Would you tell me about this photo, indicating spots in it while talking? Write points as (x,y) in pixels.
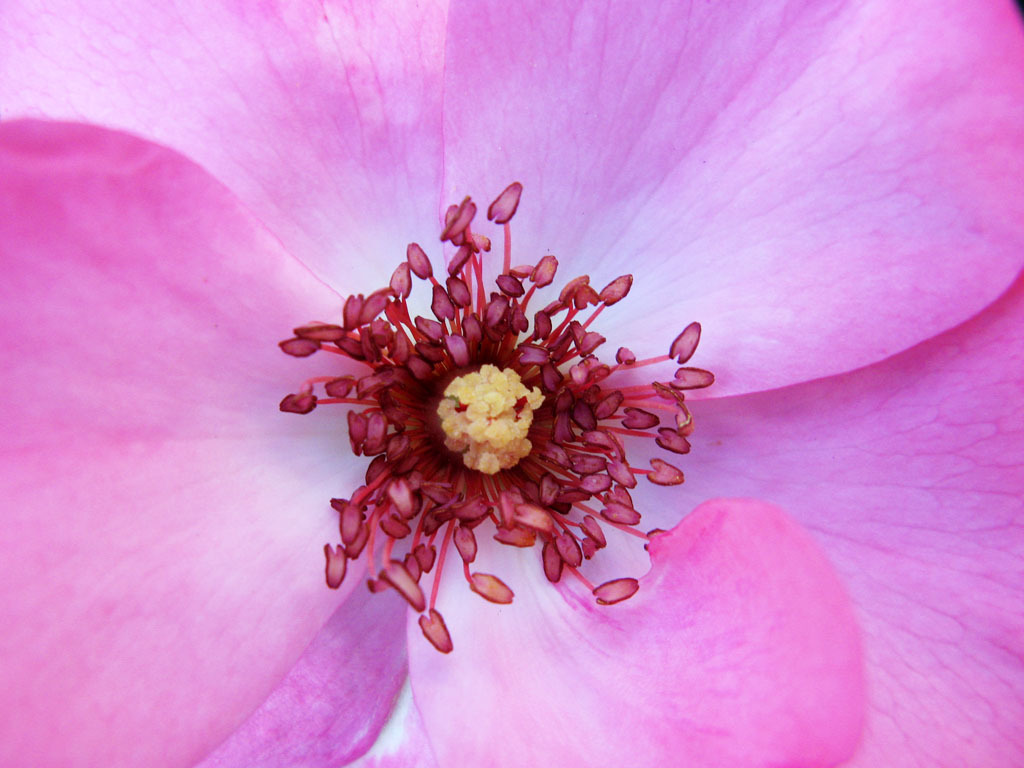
In this image we can see a flower (679,374) which is in pink color.
